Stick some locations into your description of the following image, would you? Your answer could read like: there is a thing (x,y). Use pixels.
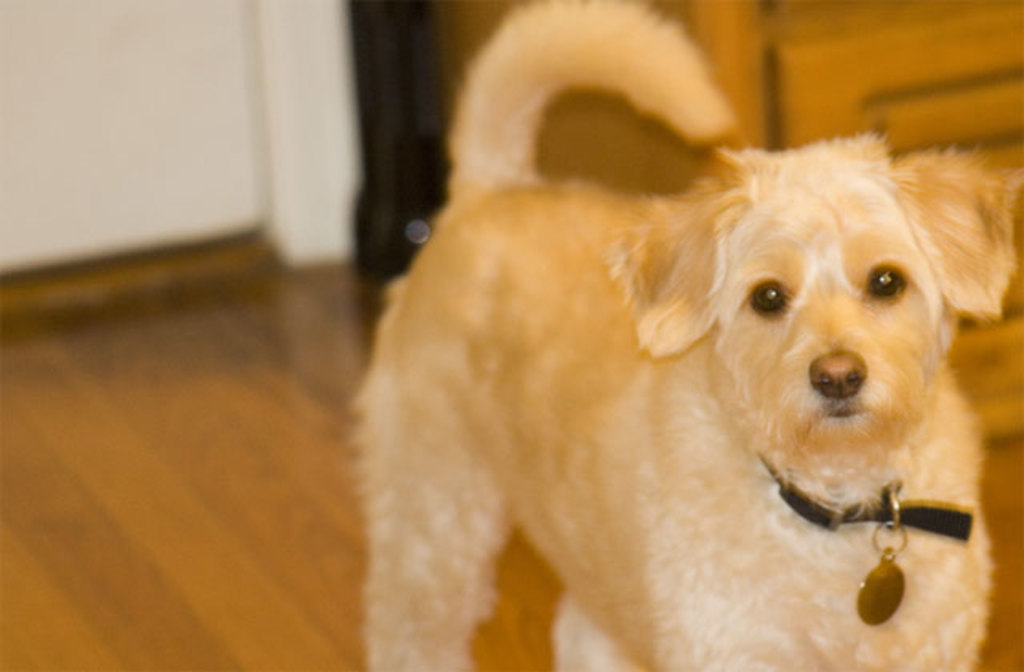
In the center of the image (575,416) there is a dog (497,450) on the floor (230,582). In the background (262,196) there is a door (105,98) and wall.
